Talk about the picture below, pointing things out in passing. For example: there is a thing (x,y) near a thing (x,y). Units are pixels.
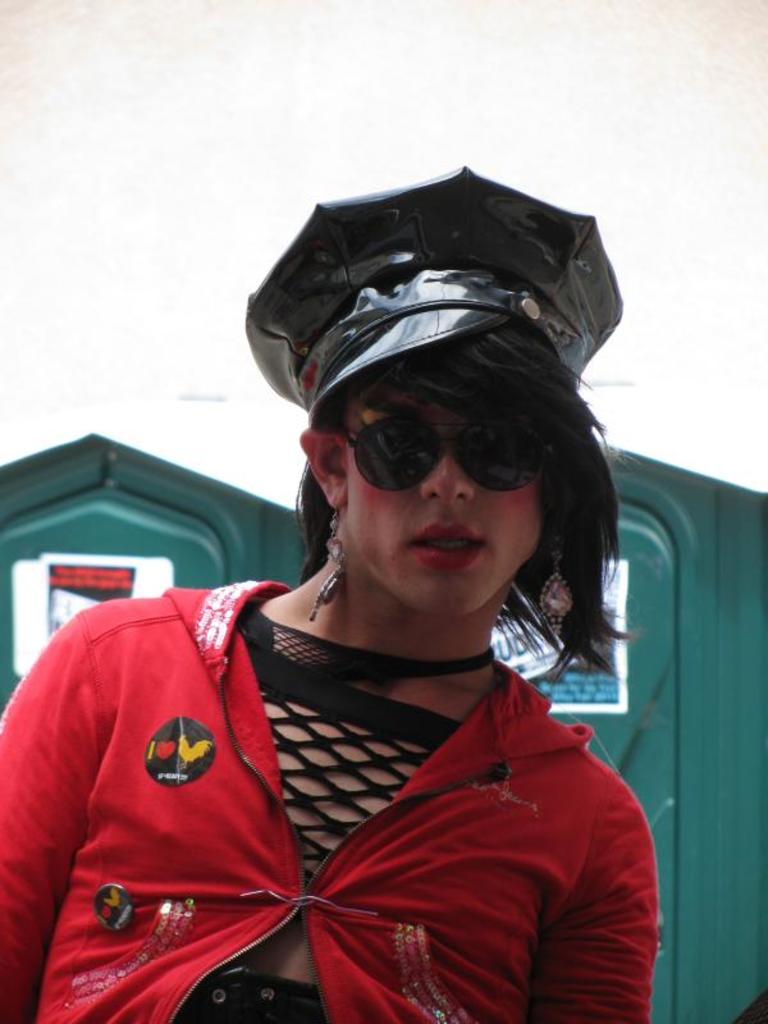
In this image I can see there is a woman (406,657) standing and she is wearing a cap (267,379), there is a green color wall (209,535) in the backdrop (709,864).
